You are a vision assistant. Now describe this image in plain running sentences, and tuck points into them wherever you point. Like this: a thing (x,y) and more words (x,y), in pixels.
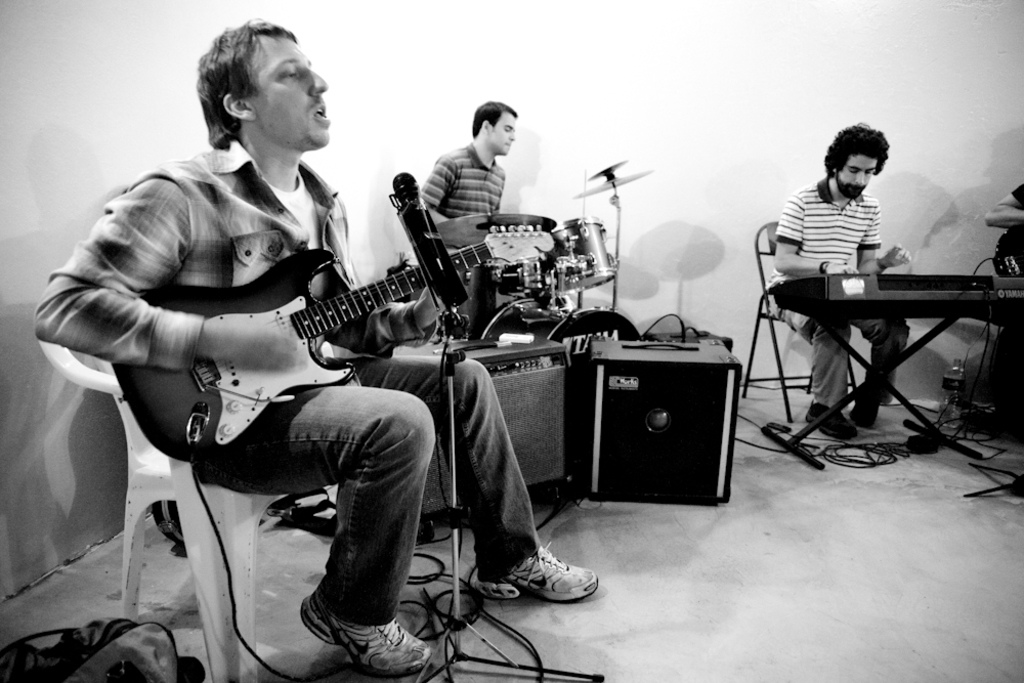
In this image there are three persons (842,235) who are playing musical instruments (552,309) at the left side of the image (288,348) there is a person (401,371) who is playing a guitar (313,364) and at the middle of the image (493,288) there is a person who is beating drums (552,286) and at the right side of the image (851,267) there is a person (834,247) who is playing musical instrument (870,298) and at the middle of the image (644,360) there is a sound box (616,444).
